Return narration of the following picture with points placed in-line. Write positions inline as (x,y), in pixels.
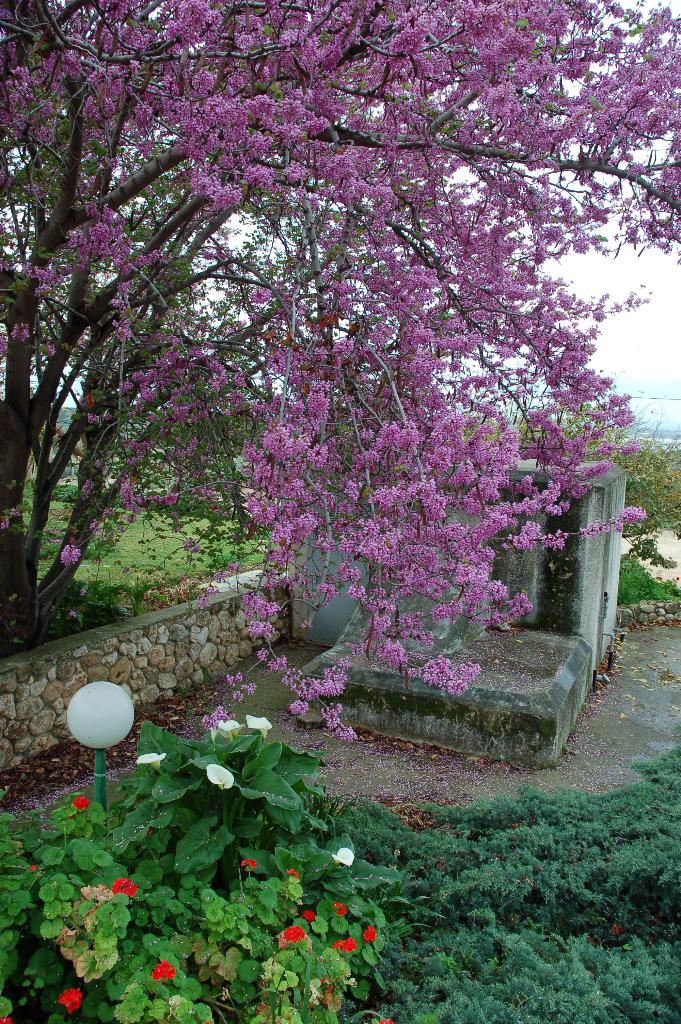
In this image there are flowers (279,437), trees (215,423), plants (253,753), lamp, wall (69,697) and a building (317,630). In the background (618,343) there is the sky (676,401).
